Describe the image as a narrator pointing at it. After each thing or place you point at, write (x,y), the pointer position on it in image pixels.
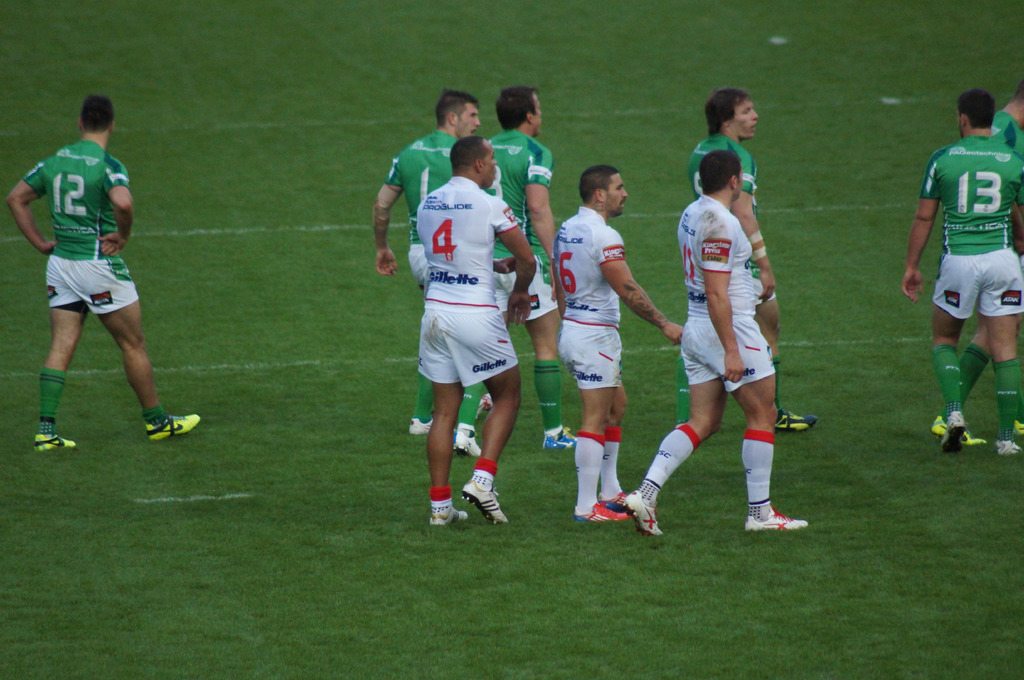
In the center of the image (416,278) some persons (693,350) are walking and wearing shoes (499,503), socks (469,420) and dress (75,211). In the background of the image (392,323) we can see the ground (410,474).
